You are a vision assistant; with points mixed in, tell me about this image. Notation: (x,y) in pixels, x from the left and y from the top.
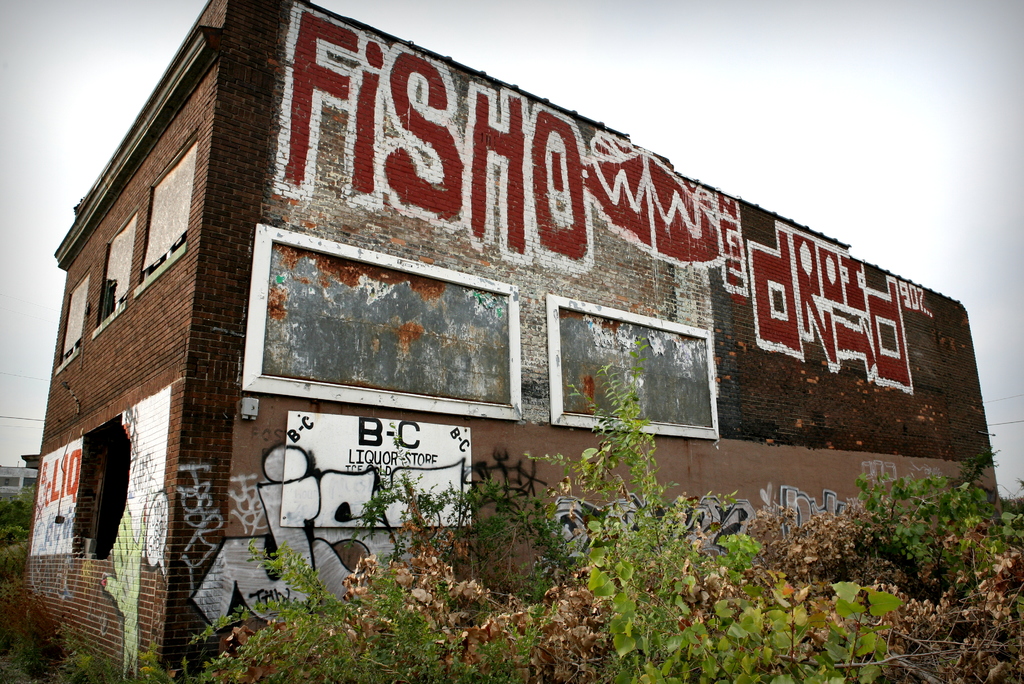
In this image we can see few buildings (108,384). There are few boards (658,412) on the building (499,195). We can see the paintings (695,252) on the walls (751,283) in the image. There are many plants (704,638) in the image. We can see the sky (850,151) in the image.
